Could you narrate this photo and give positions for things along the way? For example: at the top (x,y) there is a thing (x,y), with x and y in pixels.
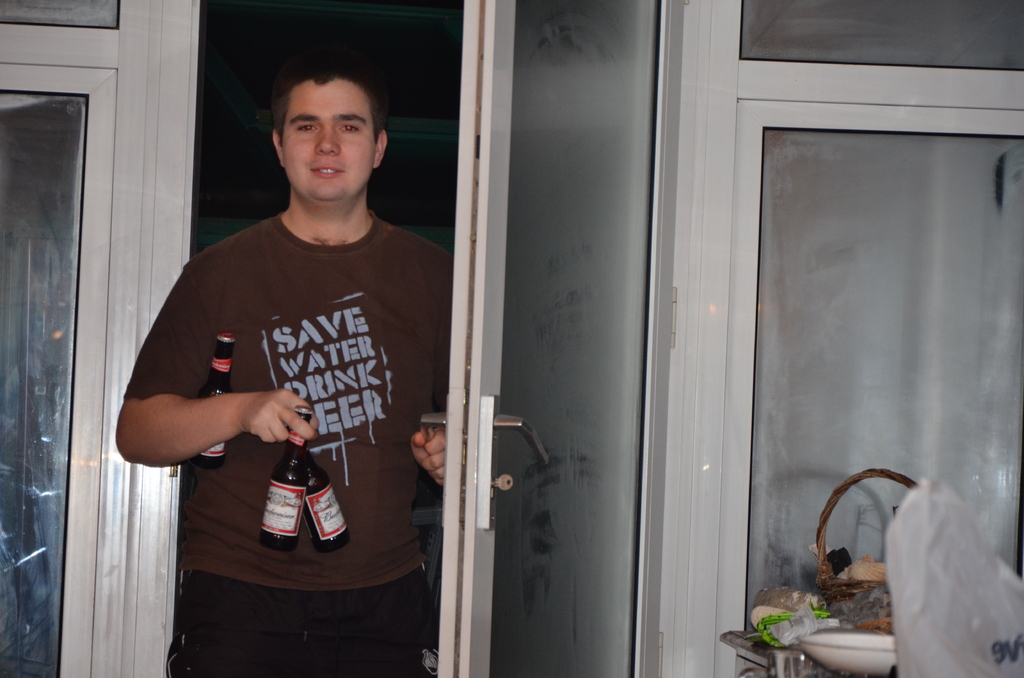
In this image i can see a man (423,431) holding 3 beer bottles (293,515) in his hands (288,397) opening the door (454,432). To the right corner of the image (932,600) i can see a bag (939,596) and some objects (847,612) on the countertop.
